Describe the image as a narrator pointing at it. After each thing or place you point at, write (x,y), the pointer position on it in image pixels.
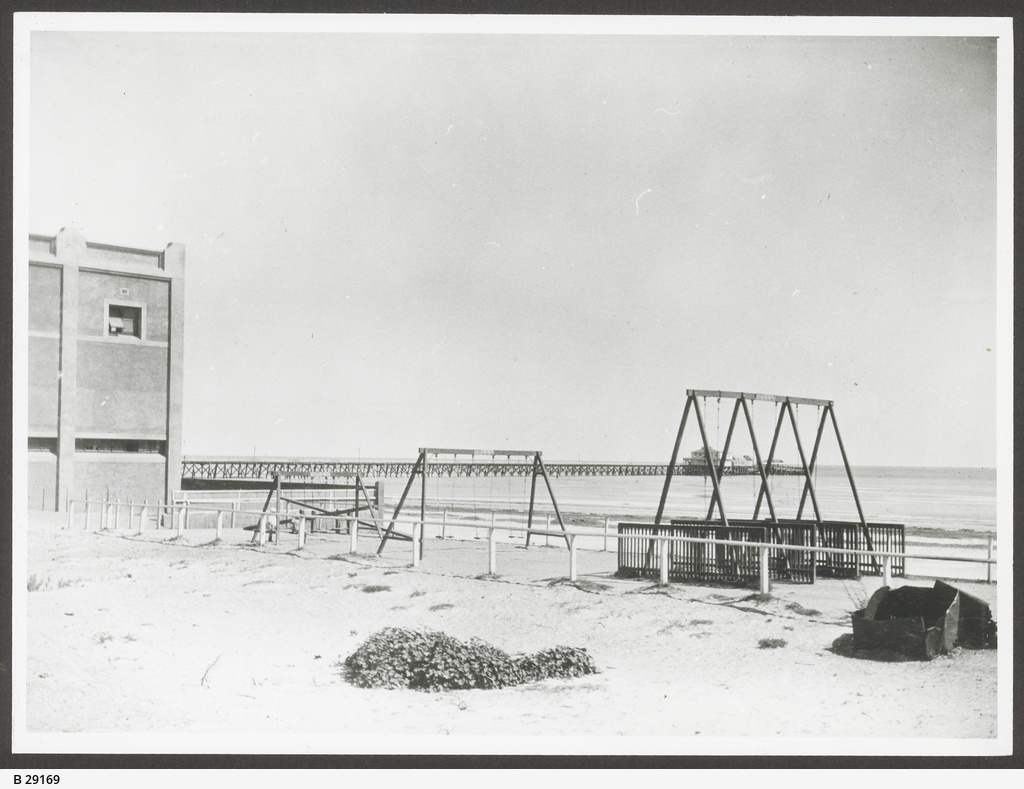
In this picture there are few rods (679,443) which has few cradles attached to it and there is a building (82,374) in the left corner (106,333) and there is water (921,479) and a bridge (648,467) in the background (864,476).
